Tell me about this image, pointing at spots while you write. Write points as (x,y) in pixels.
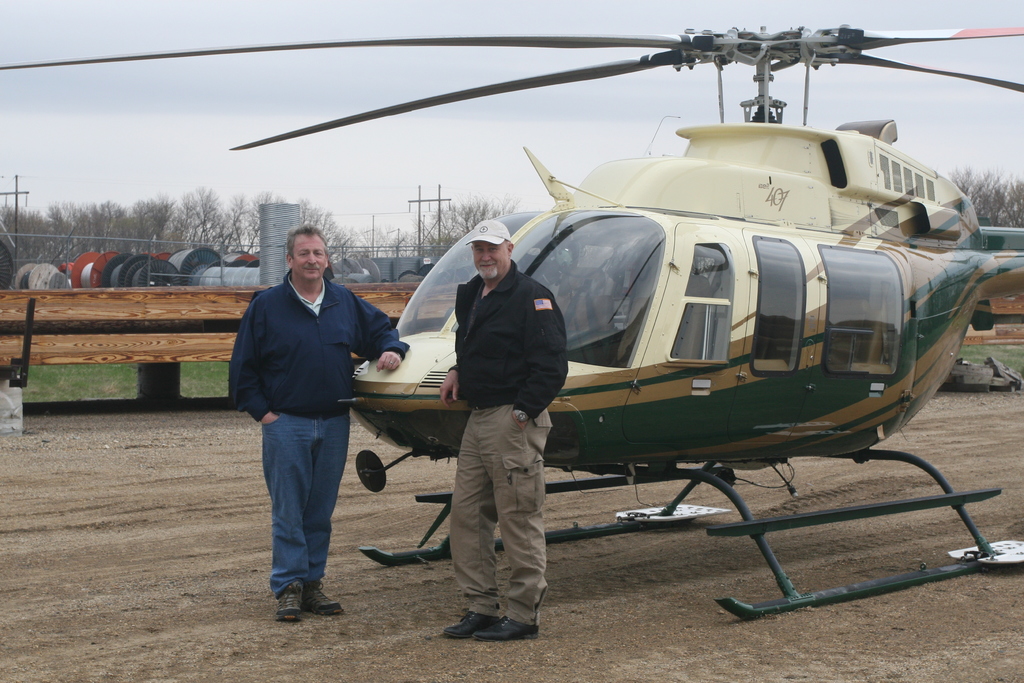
In this image, we can see two people (319,382) are standing and watching. They are smiling. Here we can see a helicopter (633,389) on the ground (648,646). Background (19,317) there are so many trees (47,250), poles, wires (60,278), some objects (270,270) and sky (515,144).
